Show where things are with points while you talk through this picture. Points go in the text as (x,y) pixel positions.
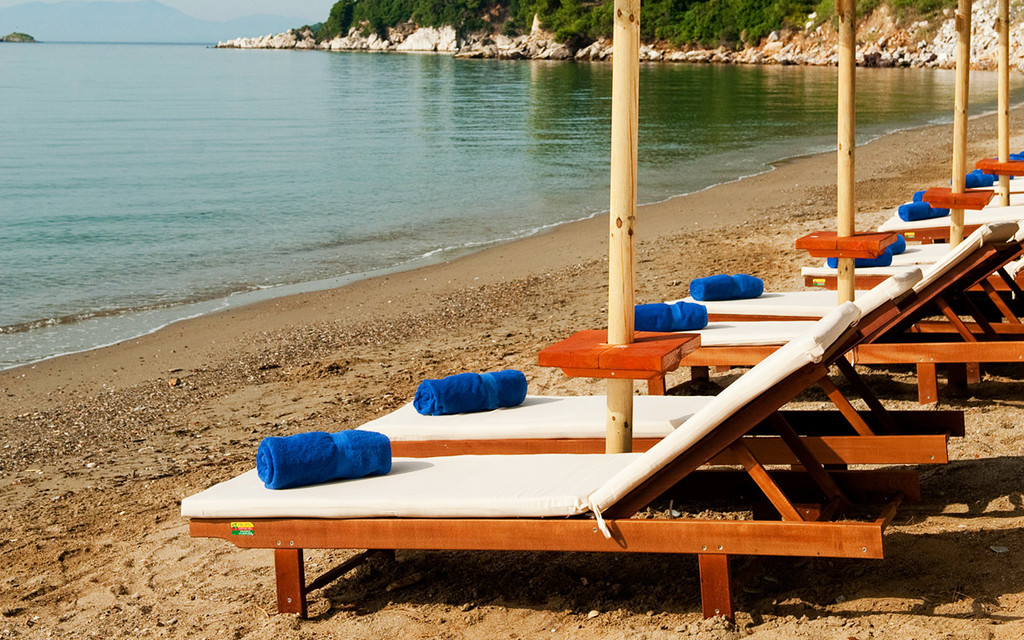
In the picture I can see blue color towels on chairs (488,482). I can also see wooden poles (634,341), the water (482,192) and some other objects (596,349) on the ground (484,338). In the background (414,14) I can see trees (390,22) and rocks (376,43).
